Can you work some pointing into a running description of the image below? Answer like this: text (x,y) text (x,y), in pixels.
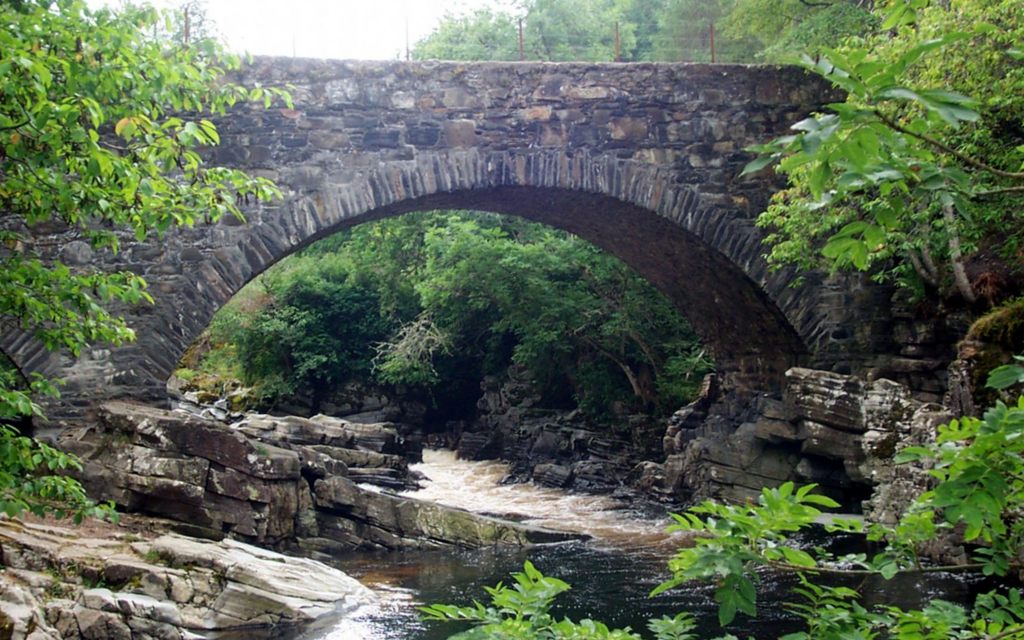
In this picture we can see a river (381,604) under a tunnel bridge (120,257) surrounded by rocks (223,479), trees (56,320) and plants (993,103). We can see iron poles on the bridge (788,71) and here the sky (372,51) is bright.
